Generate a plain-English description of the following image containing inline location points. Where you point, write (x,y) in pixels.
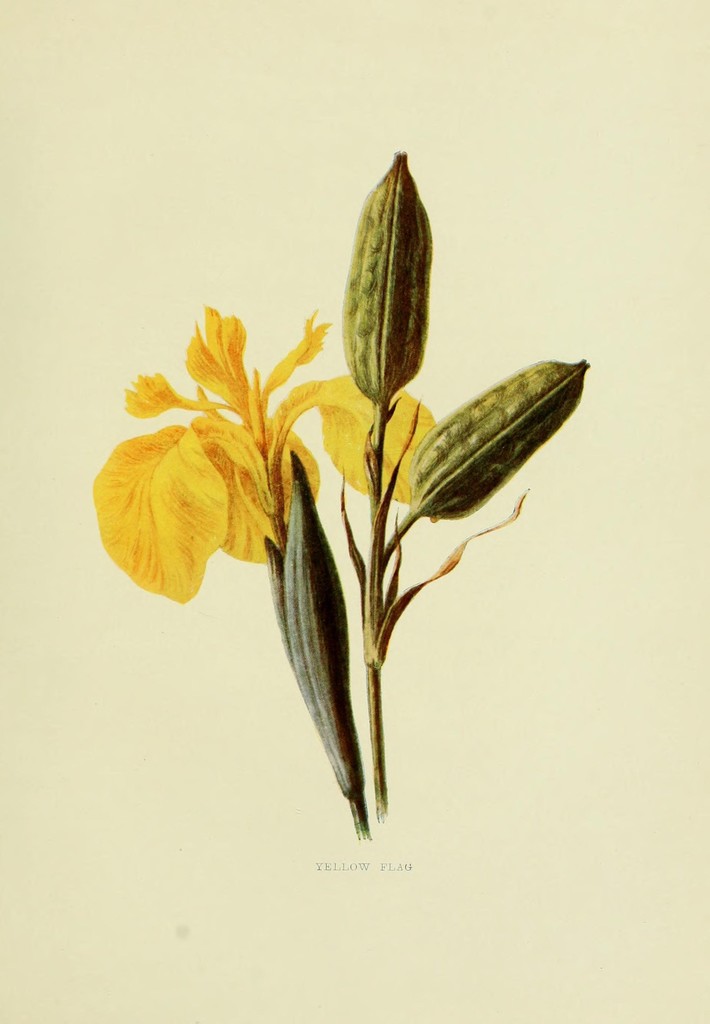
Here we can see flower (331,381) and buds (393,305).
